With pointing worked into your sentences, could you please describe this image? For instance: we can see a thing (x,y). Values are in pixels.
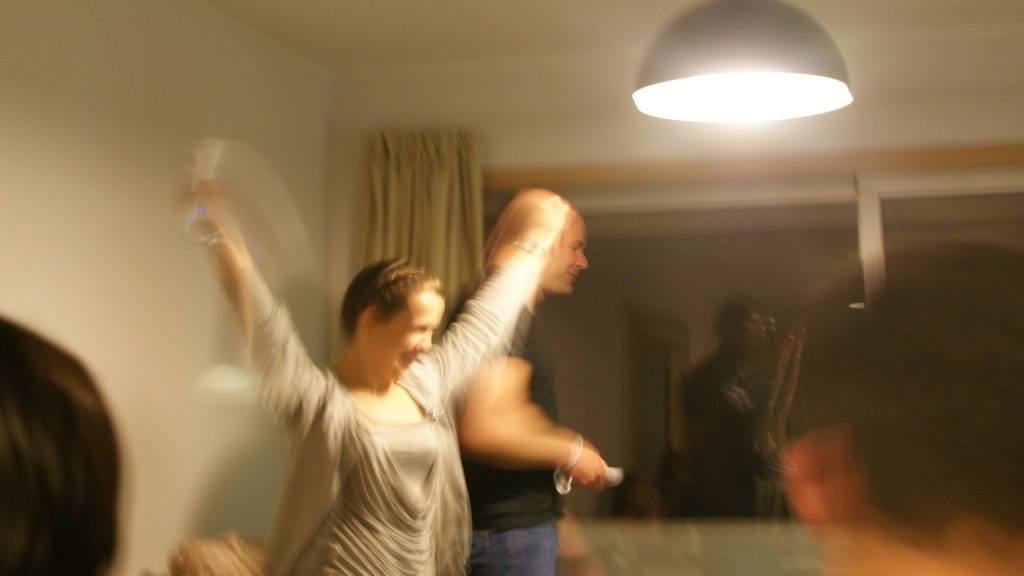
In this image in the middle (520,343) there is a man (506,381), he wears a t shirt (504,503), trouser (516,534) and there is a woman (415,444), he wears a dress (312,424). In the background (394,222) there are curtains (466,222), windows (708,293), glass (717,287), light (737,100) and wall (135,137).
